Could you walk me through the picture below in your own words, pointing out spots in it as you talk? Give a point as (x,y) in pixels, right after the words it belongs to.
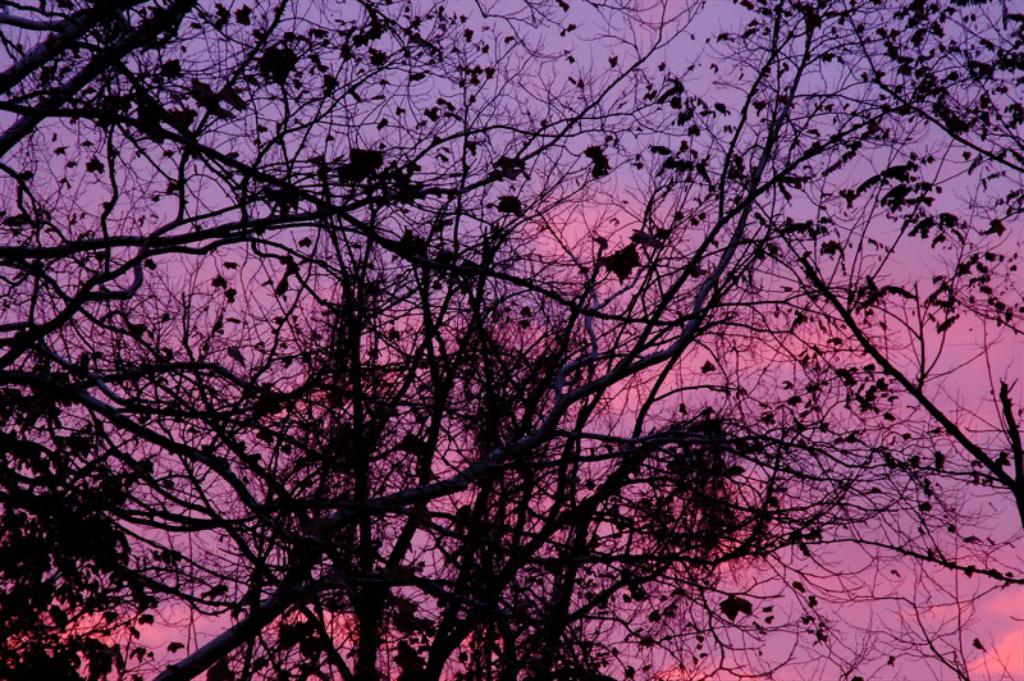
This picture is clicked outside. In the foreground (327,427) we can see the branches (919,385), leaves (945,103) and stems (469,361) of a tree (691,570). In the background (958,154) there is a sky (716,652).
